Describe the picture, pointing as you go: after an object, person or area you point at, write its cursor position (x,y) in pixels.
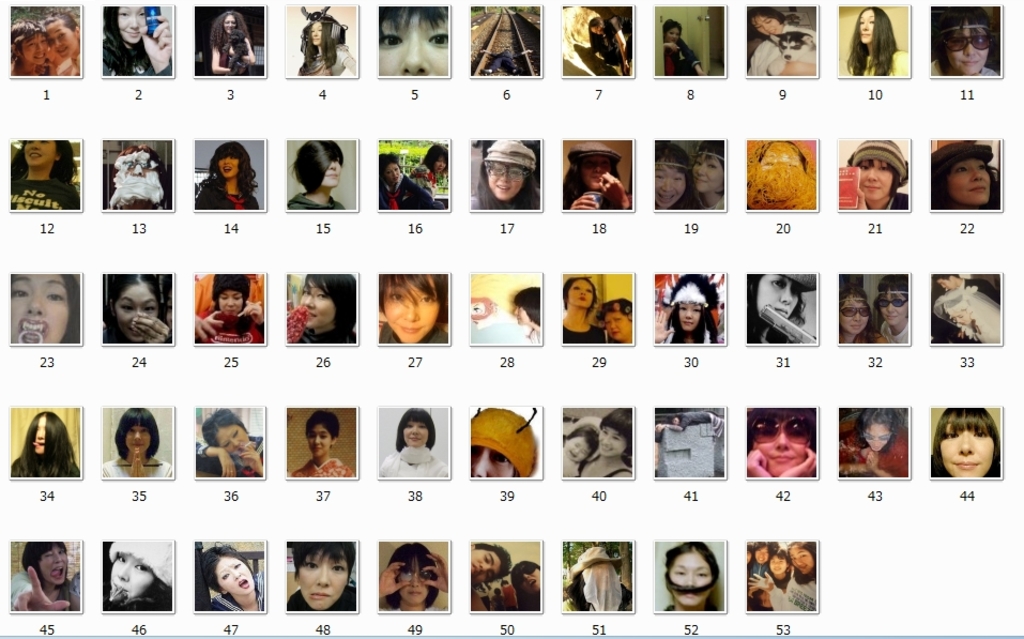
Here this picture consists of number of images (132,171) of women (143,610) with different facial expressions present.
